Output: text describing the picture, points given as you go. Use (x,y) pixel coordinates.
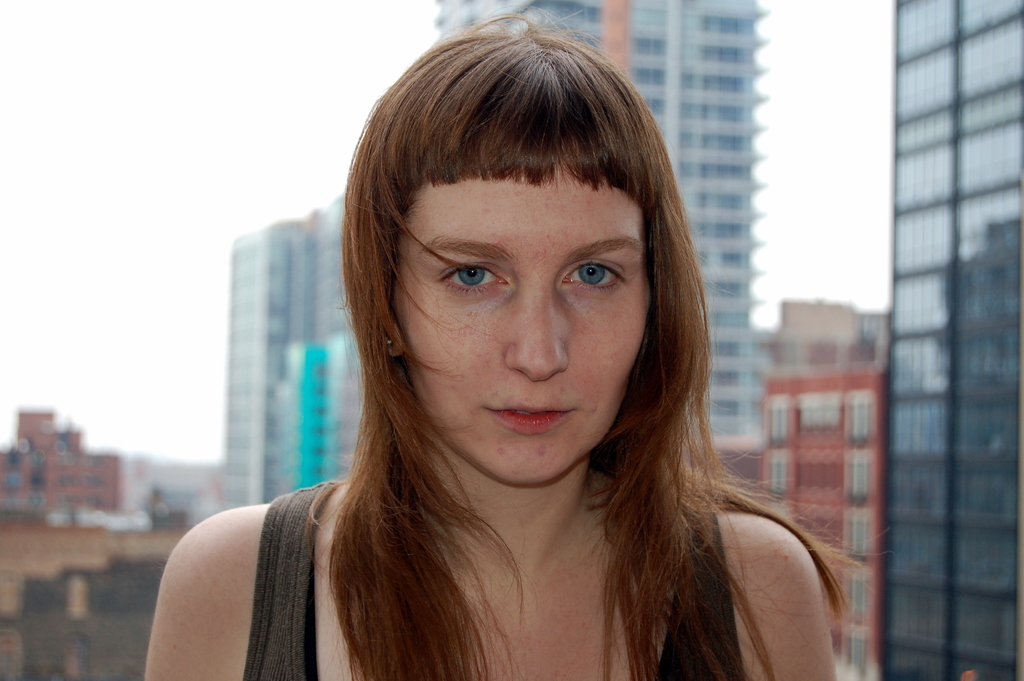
In this picture I can see a woman (601,292), there are buildings (956,610), and in the background (156,119) there is the sky (39,123).
